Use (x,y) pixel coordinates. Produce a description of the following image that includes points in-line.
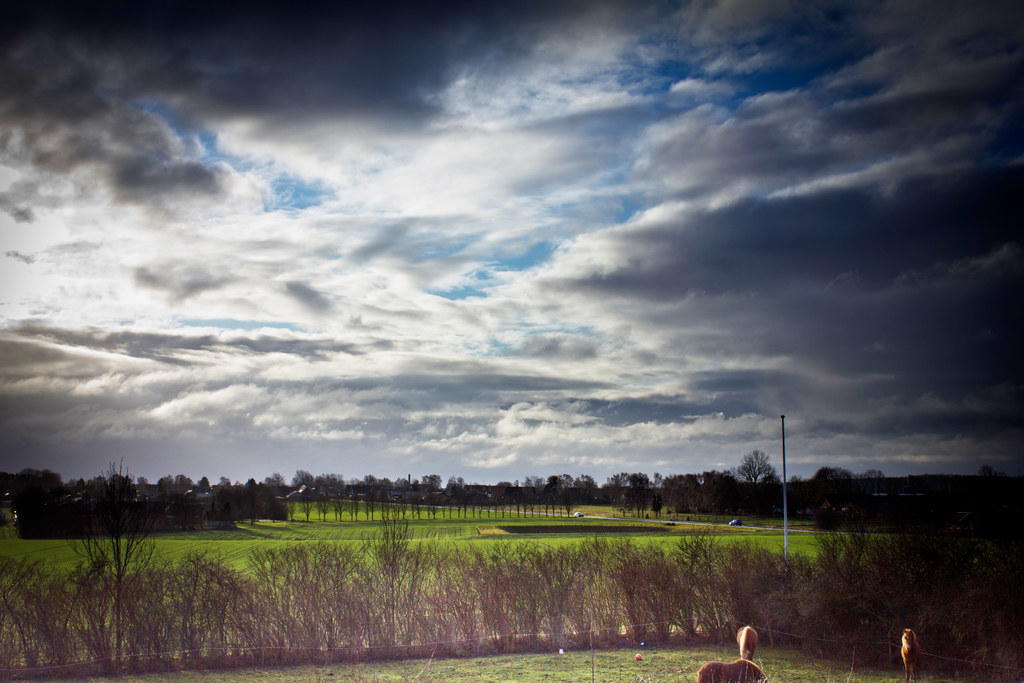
In this image at the bottom right hand corner (756,634), I can see some animals (909,656), and there are some plants (364,552), and at the back (273,510), I can see many trees (450,484), background (458,227) is the cloud (580,205) and sky (565,196).
